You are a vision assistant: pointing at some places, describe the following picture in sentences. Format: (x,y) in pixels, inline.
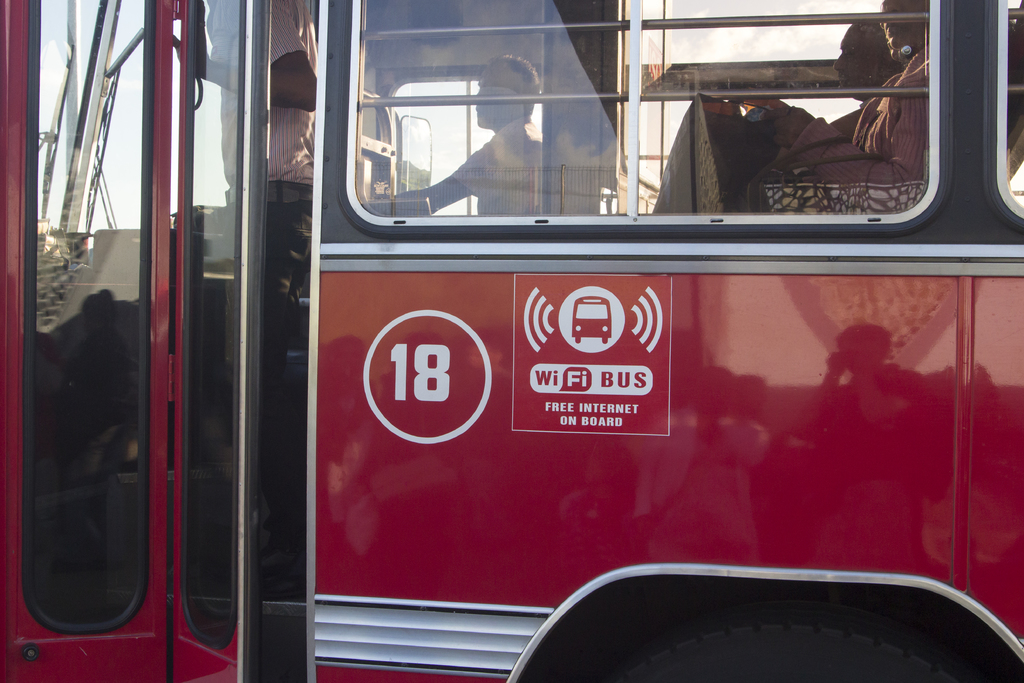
In the center of the image (553,228) there is a bus (509,527). There are people (866,59) sitting in bus (342,138). There is a person (311,51) standing.
